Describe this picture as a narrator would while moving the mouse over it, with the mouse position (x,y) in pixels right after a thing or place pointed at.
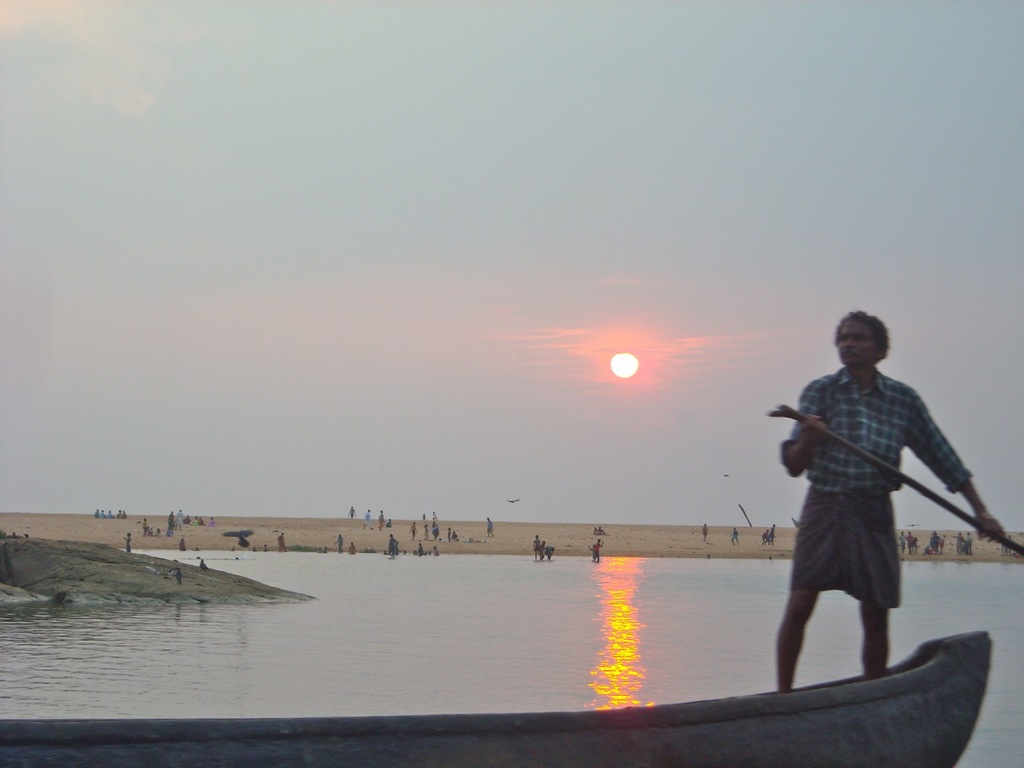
In the center of the image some persons (340,551), soil (327,541), water (292,566) are there. At the bottom of the image (463,733) a boat (484,744) is there. On boat (805,697) a person (836,502) is standing and holding a stick (969,520). In the background of the image (534,291) we can see a sun (633,358) and sky (638,195) are present. On the left side of the image (77,567) a rock (109,573) is there.
